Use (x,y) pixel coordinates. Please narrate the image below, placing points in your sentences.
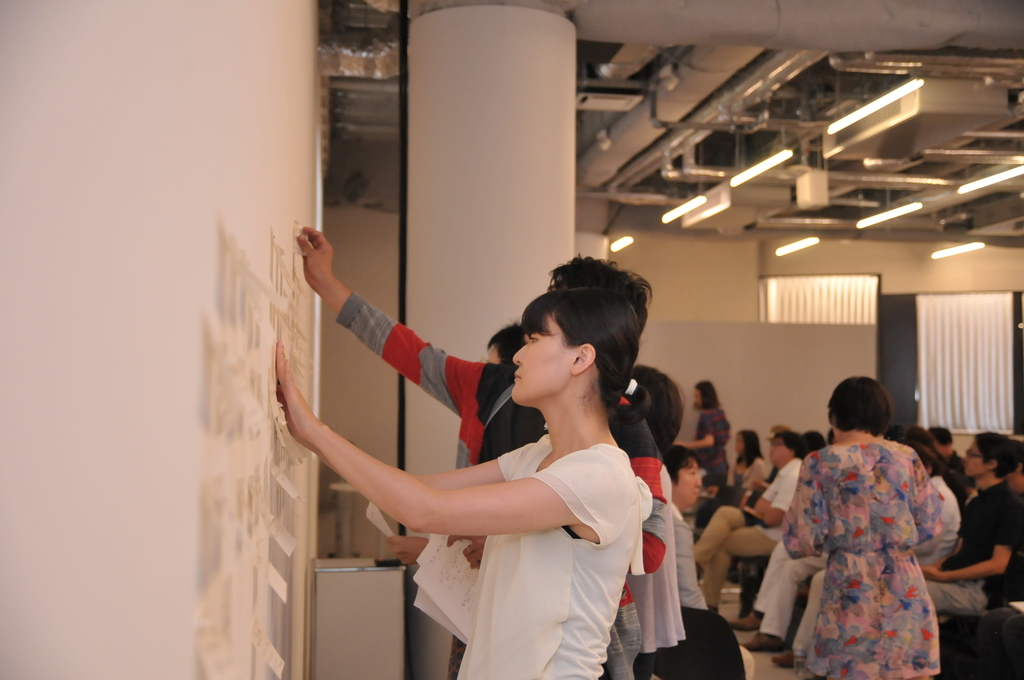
In this image we can see some persons (819,463), papers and other objects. In the background of the image (634,243) there is a wall (898,294), curtain (949,321) and other objects (473,319). At the top of the image (650,143) there is the roof (824,150), lights (691,206) and other objects (969,109). On the left side of the image (183,296) there is a wall (183,296) and papers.
